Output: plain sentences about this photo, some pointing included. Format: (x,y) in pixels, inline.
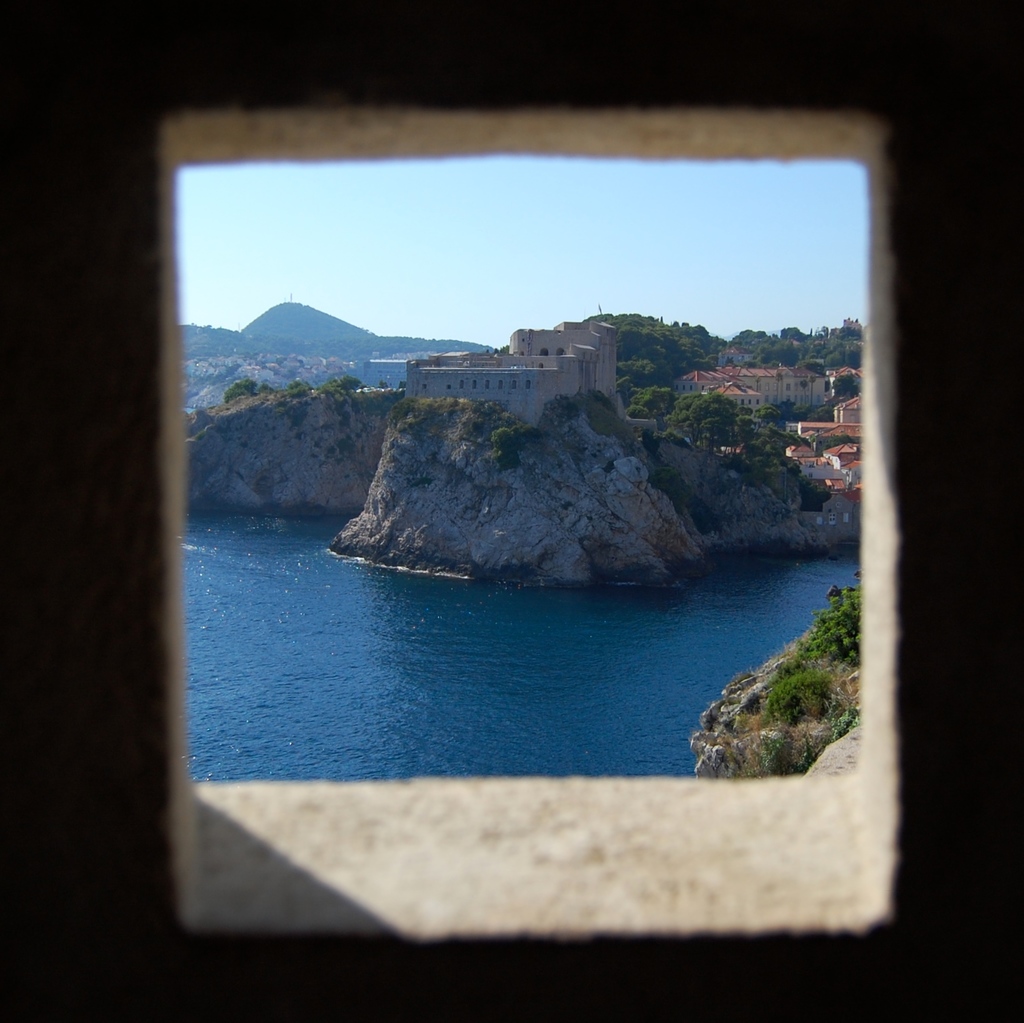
Here we can see an object (414,988). In the background (497,747) we can see water (485,749), buildings (225,358), trees (605,319), plants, mountains (237,352) and sky (443,309).
